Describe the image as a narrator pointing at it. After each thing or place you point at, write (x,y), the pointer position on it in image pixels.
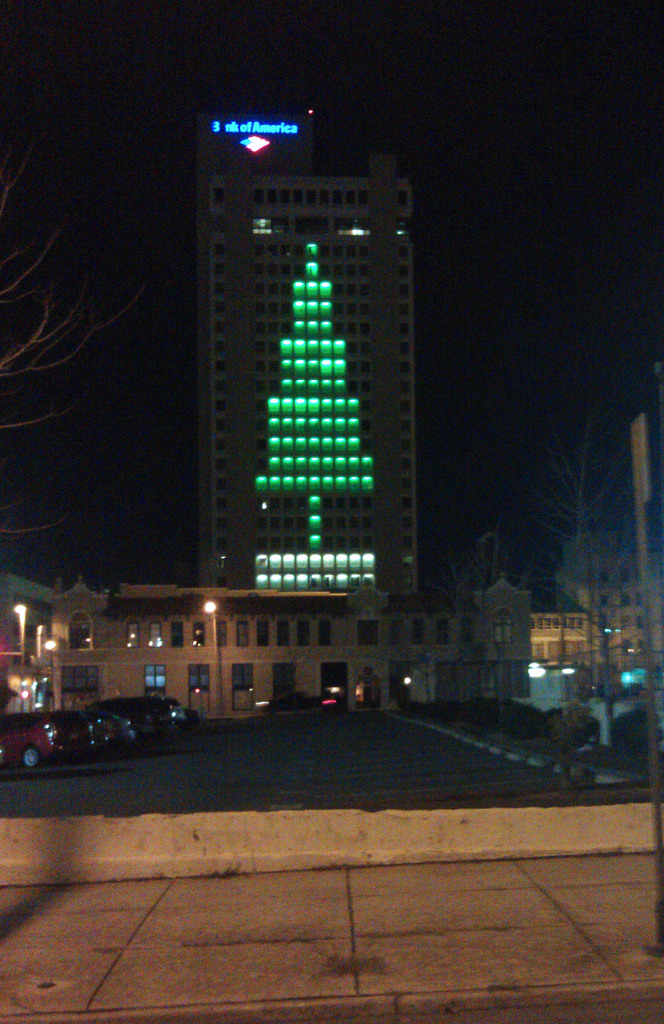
In this picture there is a huge building (214,475) with decorative green lights (329,442). In the front (51,715) we can see some cars (148,721) are parked in the parking area (175,771). In the front (264,923) bottom side there is a flooring tiles (369,955).
